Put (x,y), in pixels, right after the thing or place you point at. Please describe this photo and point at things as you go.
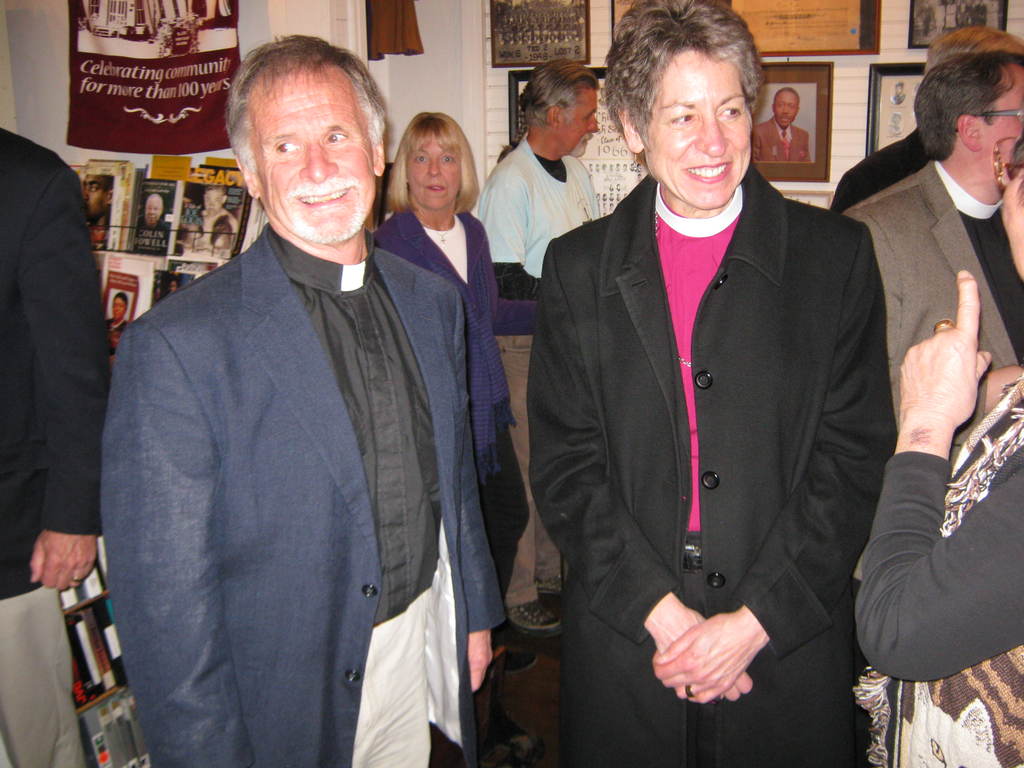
In this picture we can see group of people (556,320), in the middle of the image (365,387) we can see a man (392,367) and woman (686,346), they both are smiling, behind to them we can find few books (152,231), and also we can see few frames (820,76) and a flag (116,78) on the wall (497,91).
